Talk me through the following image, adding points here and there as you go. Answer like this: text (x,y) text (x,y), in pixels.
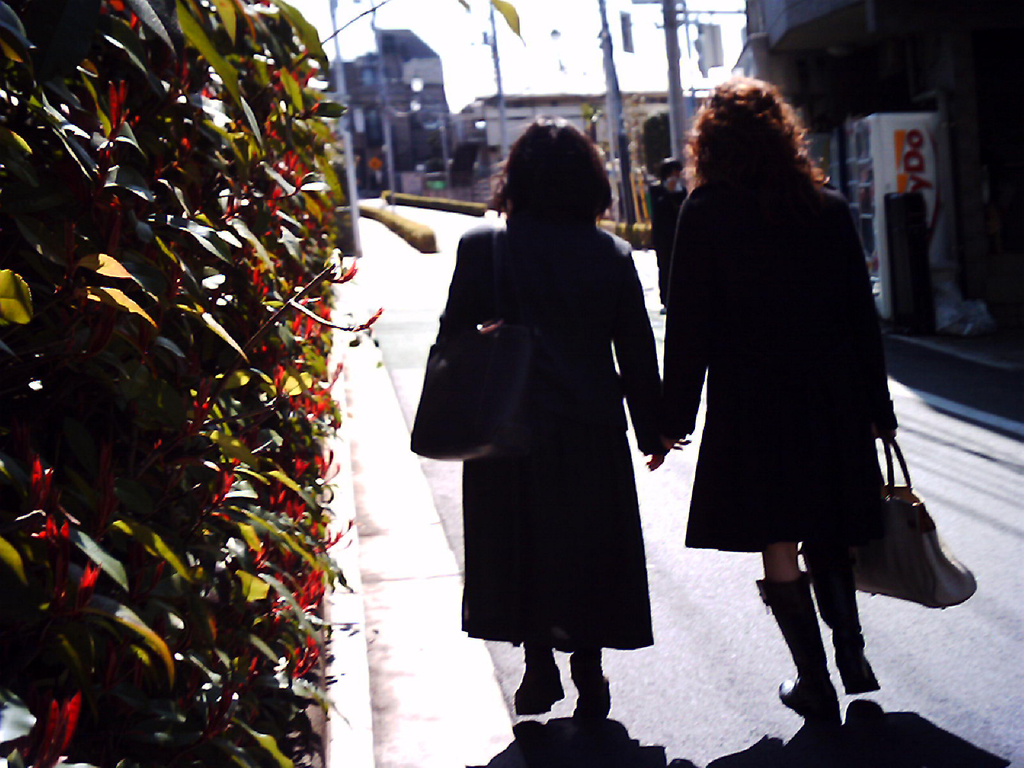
The photo is outside a street (730,583). In the left side (199,500) there are few plants (243,373). In the middle (529,382) two ladies (789,398) are walking by the street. They are carrying bags (915,556). They are wearing black clothes (699,231). In the right top (927,70) there is a building (927,86). In the background (401,140) there are buildings (424,123) and street lights (609,63).
